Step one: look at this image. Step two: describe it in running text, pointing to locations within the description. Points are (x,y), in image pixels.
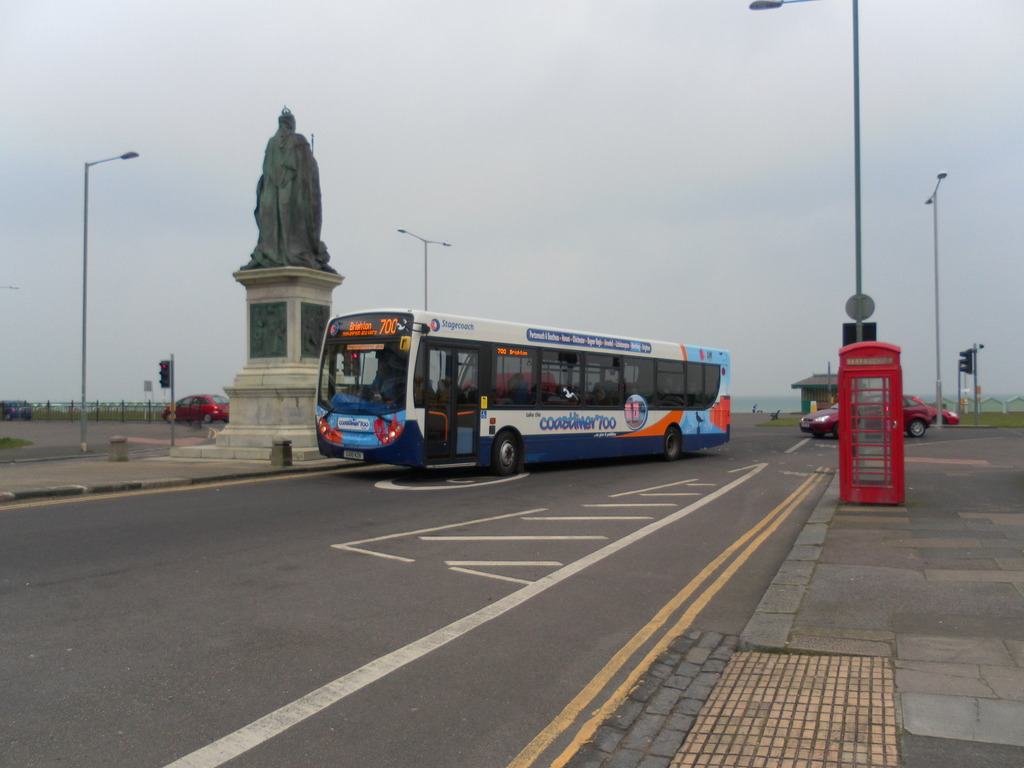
In the middle (352,315) a bus (398,312) is moving on the road (718,447) which is in white and blue color and beside it there is a statue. At the top (324,138) it's a cloudy sky (324,138).
